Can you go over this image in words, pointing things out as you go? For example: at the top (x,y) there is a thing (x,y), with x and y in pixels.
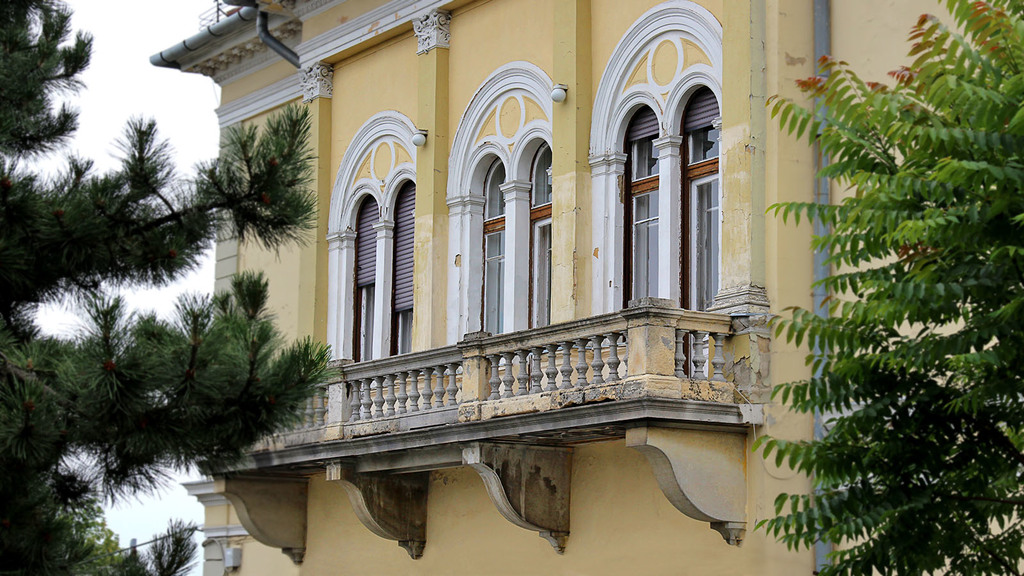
In this image, we can see a building (418,264) with a few windows (655,208). There are a few trees (968,250). We can also see some objects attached to the wall (327,50) of the building (242,272). We can also see the sky (151,13) and a wire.
